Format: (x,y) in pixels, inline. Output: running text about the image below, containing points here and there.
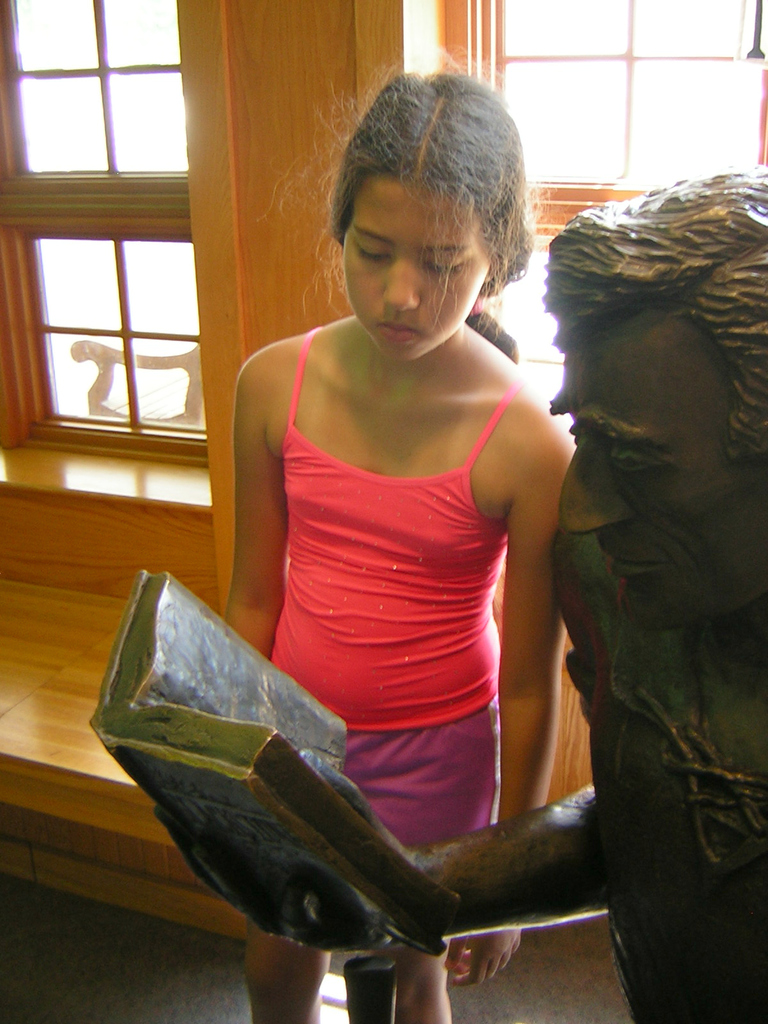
In the image there is a girl (392,393) in pink vest (440,582) and purple shorts (451,742) standing beside a man (617,752) holding a book statue (617,773), behind her there are windows (142,105) on the wall (112,562).
